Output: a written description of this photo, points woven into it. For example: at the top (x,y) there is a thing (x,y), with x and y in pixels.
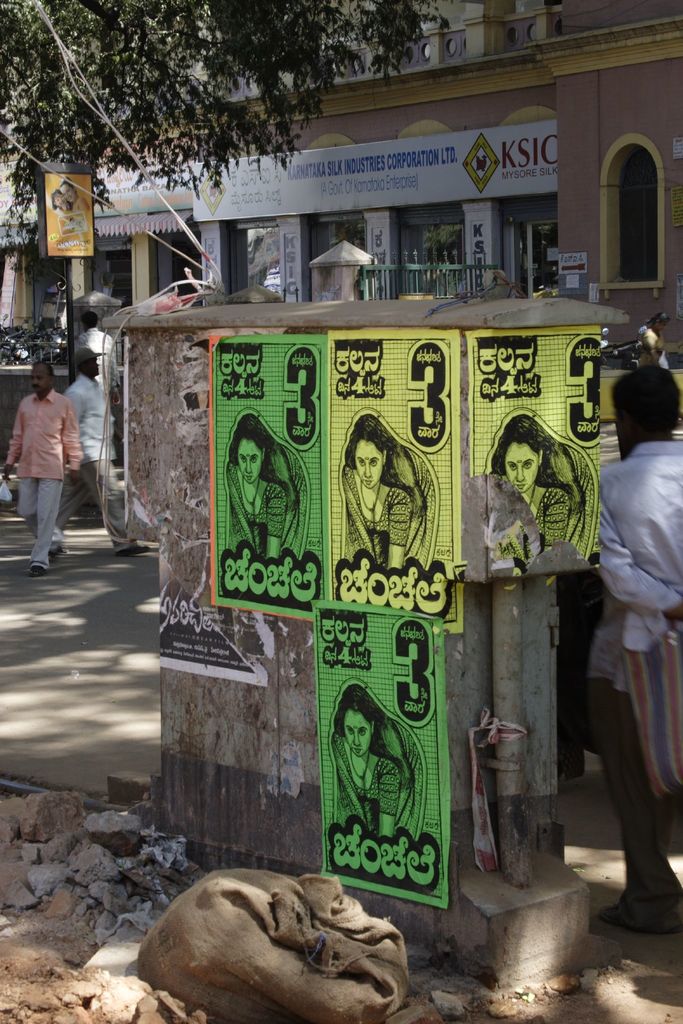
In this image I can see there is a building (281,239). In front of the building (76,291) there are persons (98,353) walking and holding an object (644,662). And there is a pole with the board (62,190). And at the side there are stones (124,903) and a bag (299,913). And there is a wall (195,858) with posters (395,523).
